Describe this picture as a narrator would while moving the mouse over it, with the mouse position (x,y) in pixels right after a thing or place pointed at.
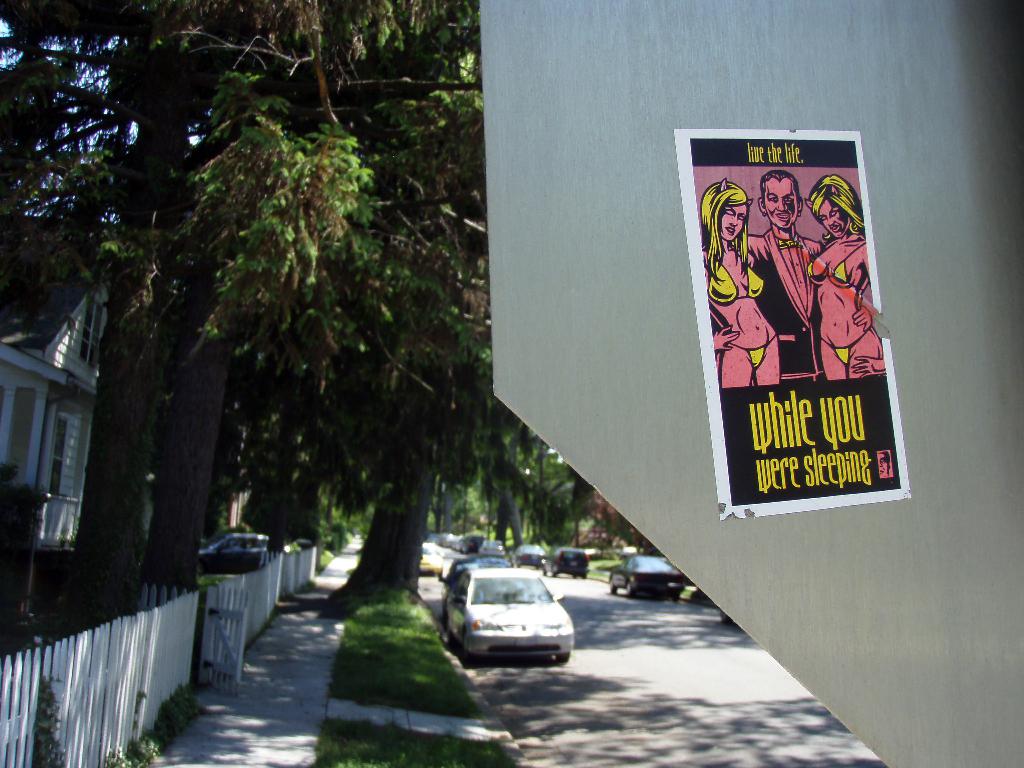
There are cars (553,621) on the road (640,599). Here we can see a poster (807,449), grass (421,620), plants (55,747), fence (104,637), and a house (50,303). In the background (187,406) there are trees (434,461).
